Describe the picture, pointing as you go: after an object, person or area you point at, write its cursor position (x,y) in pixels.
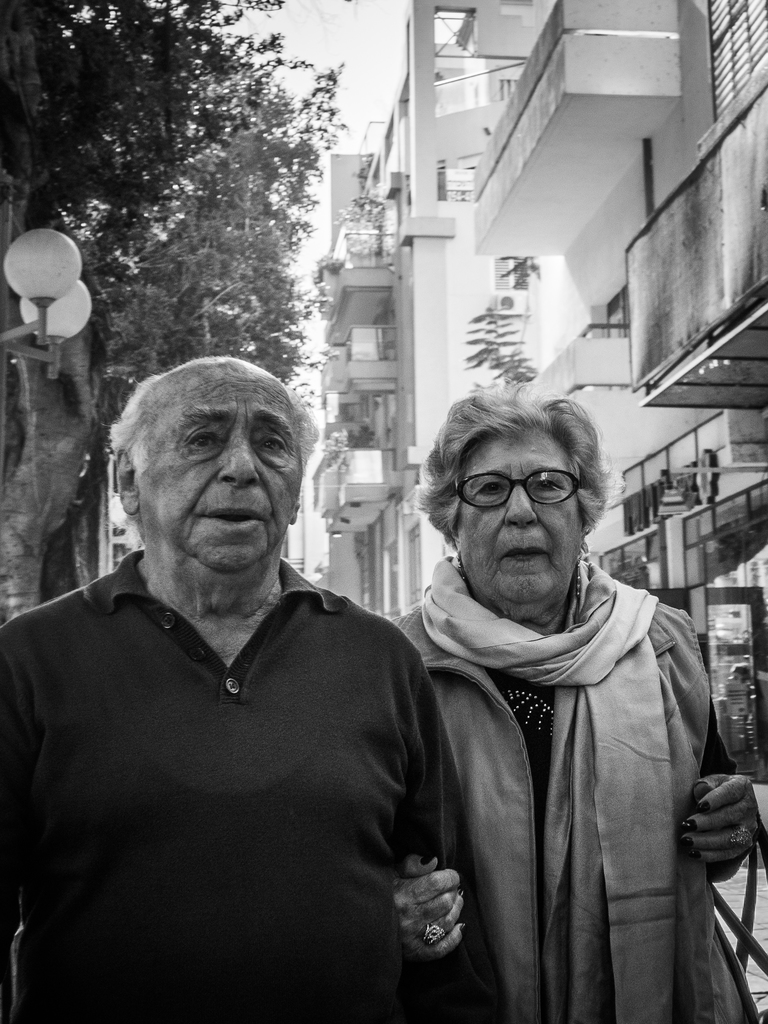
In this image in the front (452,632) there are persons (449,675). In the background (218,277) there are trees (144,251), buildings (598,331). On the left side (34,293) there are light lamps (43,335) and in the front (635,753) there is a woman (588,724) holding a purse (746,910) in her hand (704,807).
